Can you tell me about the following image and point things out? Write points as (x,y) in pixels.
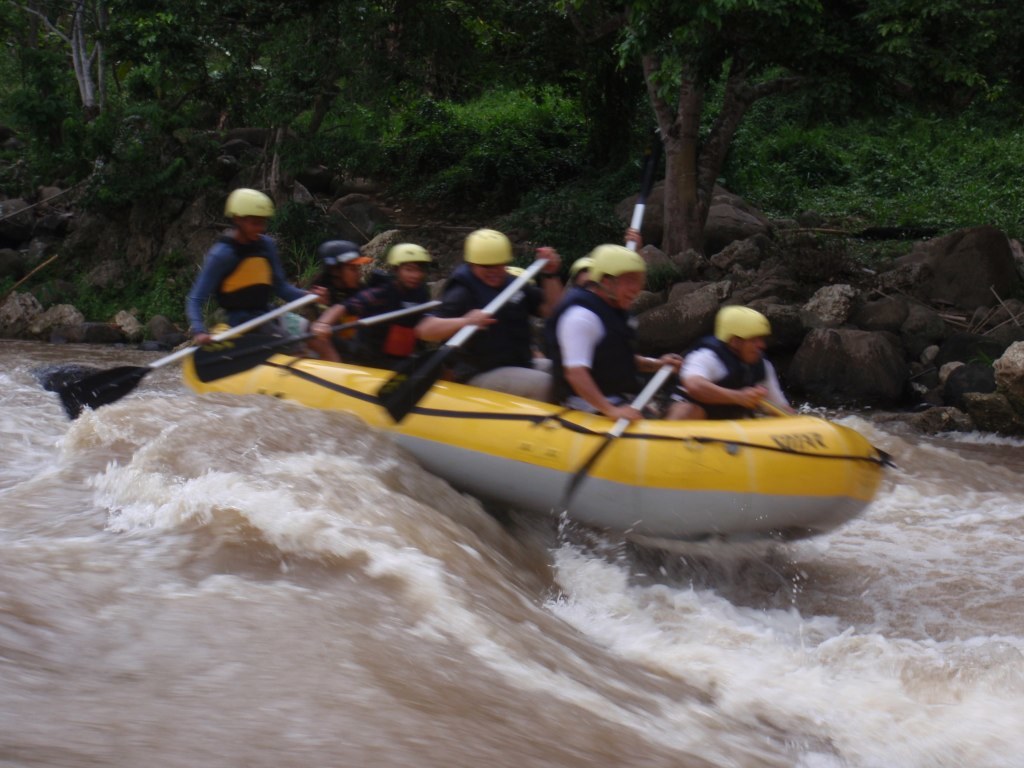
In the background (690,173) we can see trees (705,105) and rocks (861,298). We can see people (263,198) holding paddles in their hands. All are wearing helmets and they are Rafting.
